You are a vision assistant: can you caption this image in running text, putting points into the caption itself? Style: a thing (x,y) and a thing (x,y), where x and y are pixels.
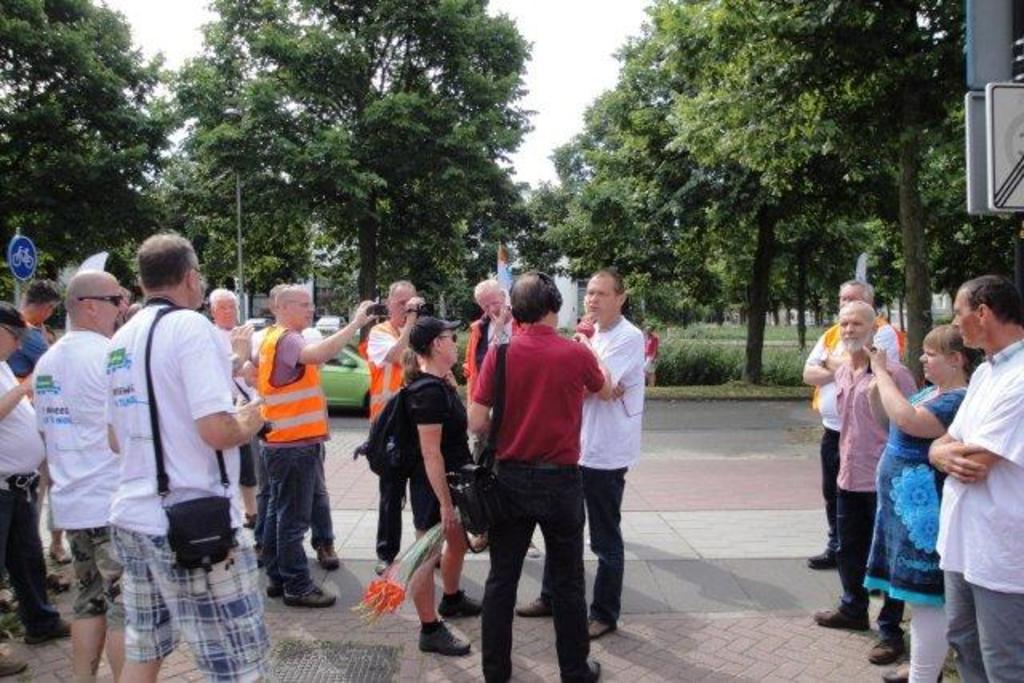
In this image there are group of people (547,441) standing, a person (601,365) holding a mike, two persons (375,334) holding cameras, and in the background (272,260) there is a car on the road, sign board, plants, trees (212,234), sky (563,24).
